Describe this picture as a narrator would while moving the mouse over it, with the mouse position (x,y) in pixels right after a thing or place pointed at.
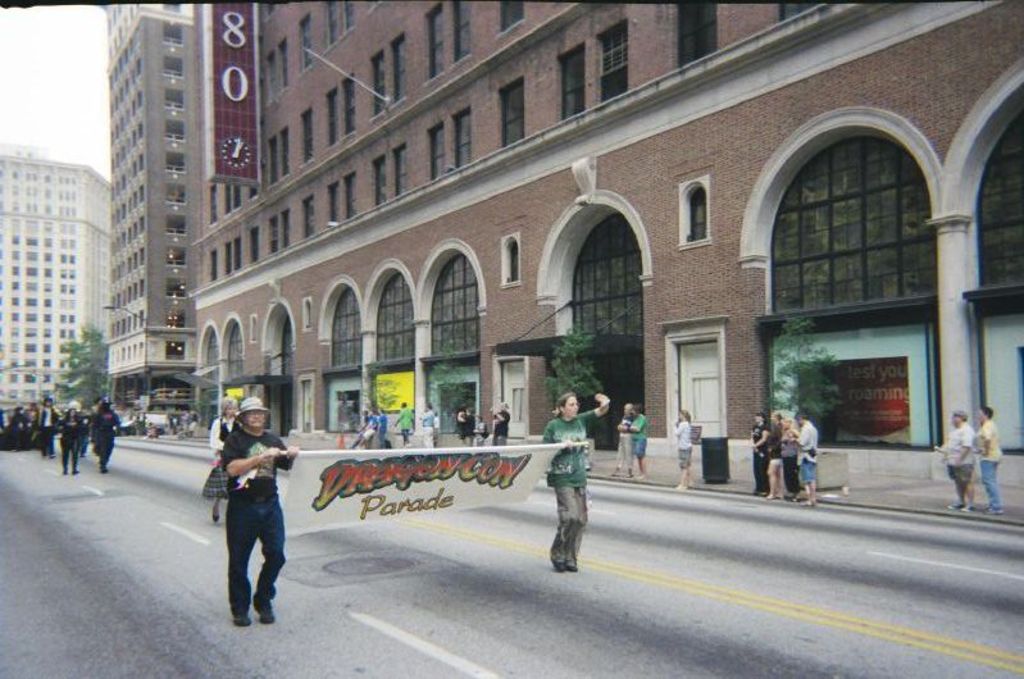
The image is taken on the streets (71,581) of a city (365,434). In the foreground of the picture (431,547) it is road (188,452), on the road (827,564) there are many people (288,455). In the foreground (583,487) there are two people (581,490) holding a banner (542,449). In the center of the picture (532,291) there are buildings (187,20), with, trees (93,372) and board (221,64). On the footpath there are people (690,467) standing.
